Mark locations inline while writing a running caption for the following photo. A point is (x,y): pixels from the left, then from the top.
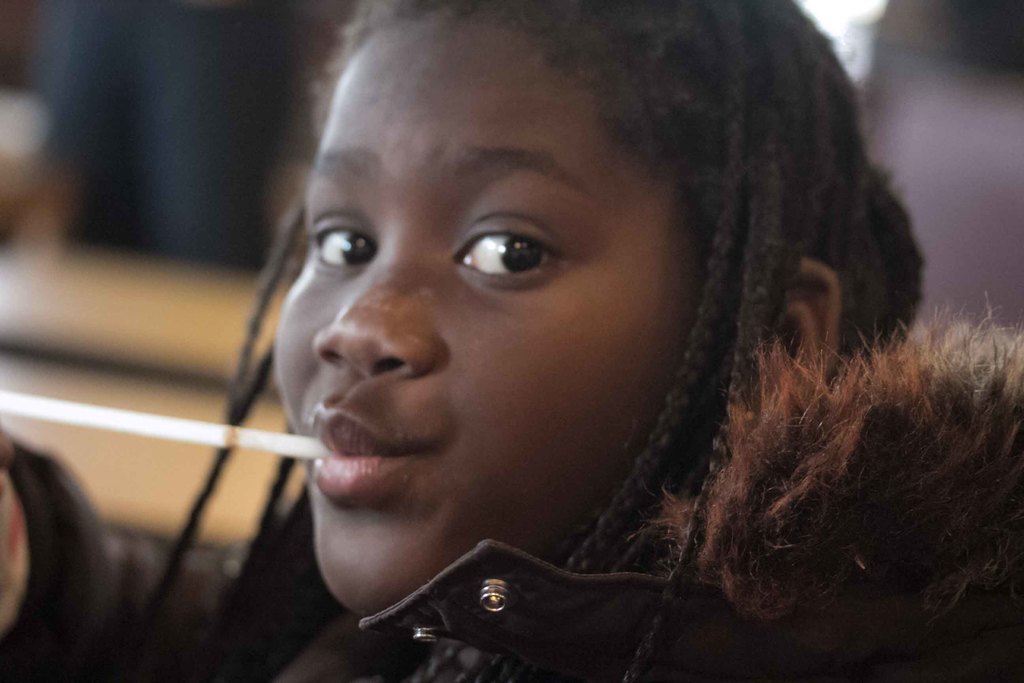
In this image I can see a girl (627,382) is there and it looks like there is a straw (281,451) in her mouth (331,467).
